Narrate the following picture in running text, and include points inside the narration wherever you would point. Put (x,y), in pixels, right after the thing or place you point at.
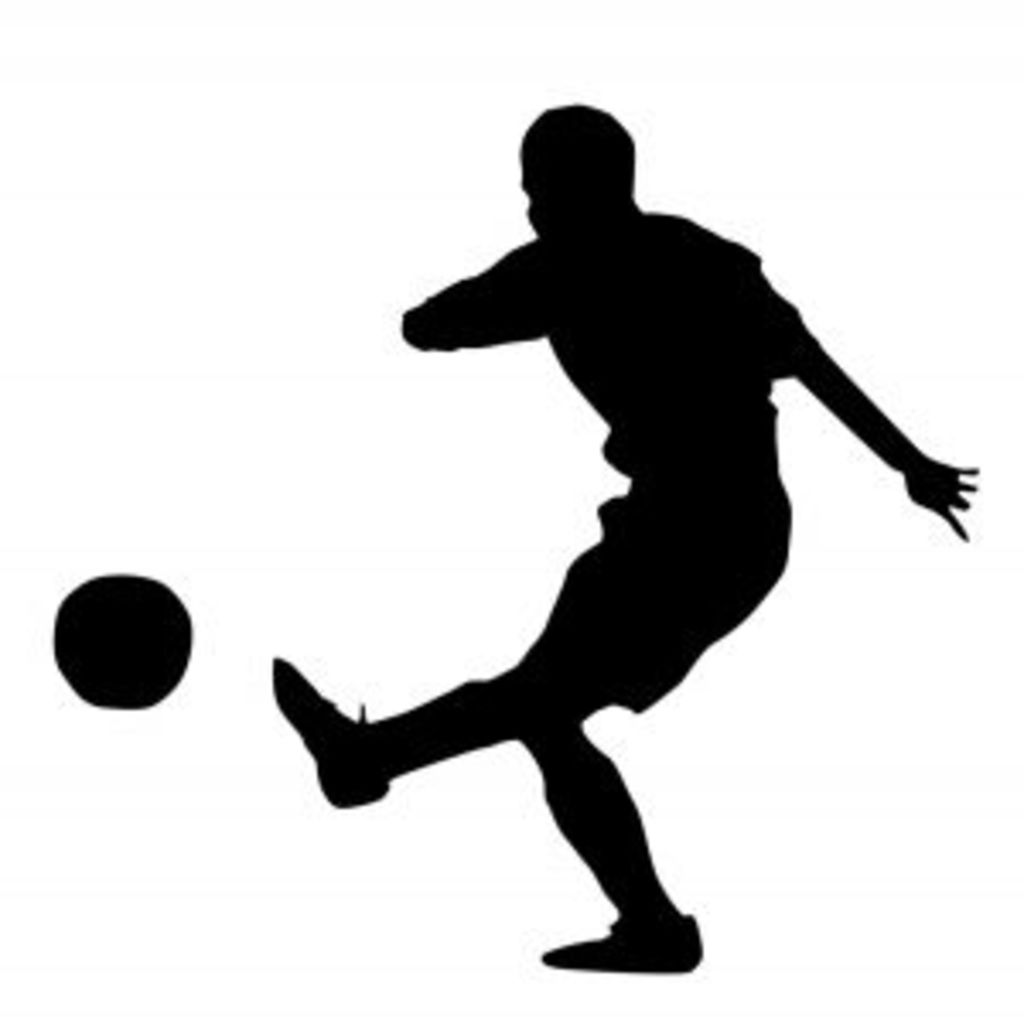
In the image we can see a person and ball (172,653).
